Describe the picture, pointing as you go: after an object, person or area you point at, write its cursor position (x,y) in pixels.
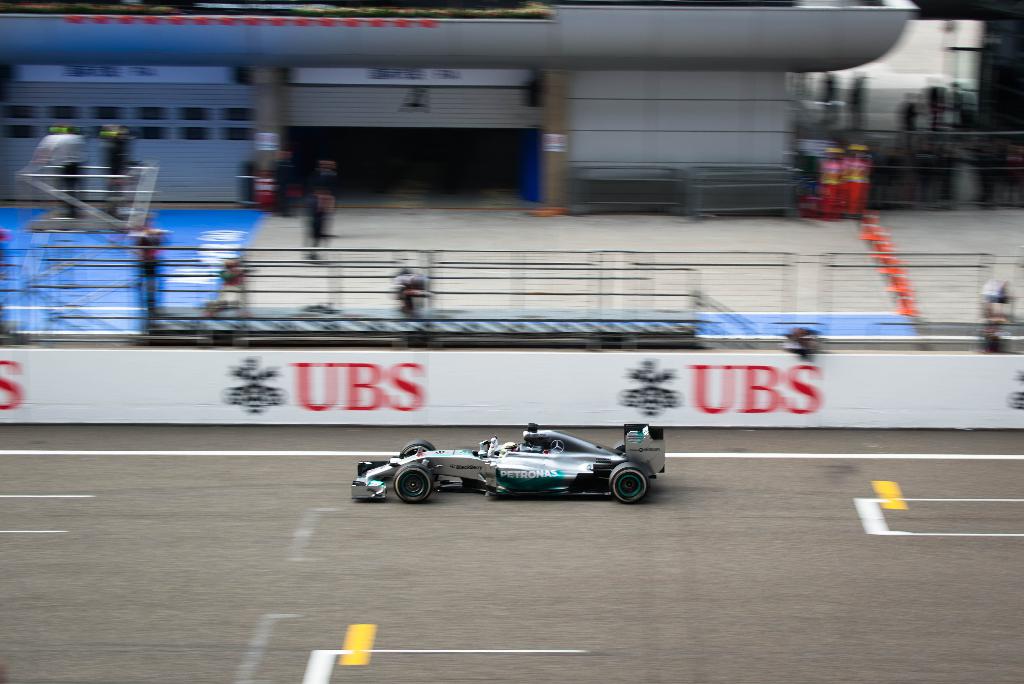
In this image we can see a race car (534,460) on the road (477,569). We can also see the board (694,376) with the text (706,377). The background (738,50) is blurred with the people (327,233), railing (755,265), wall (764,151), path (754,228), shutter (472,104) and also the roof (603,35) for shelter.
